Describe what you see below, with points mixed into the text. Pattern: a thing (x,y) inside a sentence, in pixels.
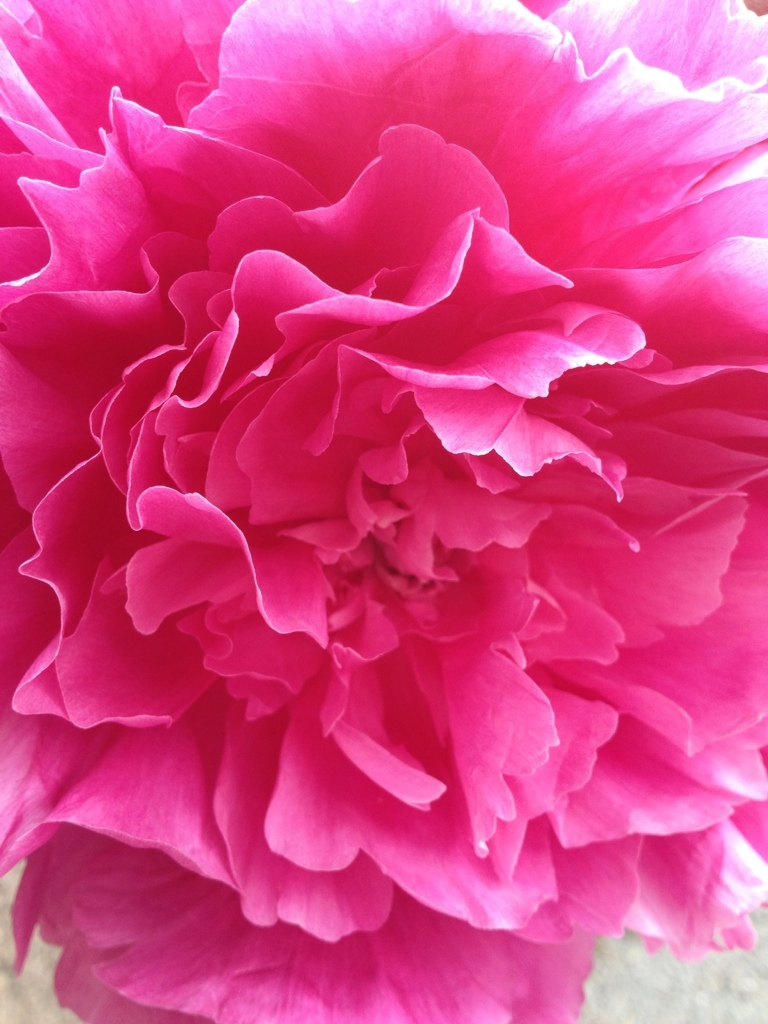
This image consists of a flower (298,454) in pink color. At the bottom (658,1010), there is a ground (678,992).
